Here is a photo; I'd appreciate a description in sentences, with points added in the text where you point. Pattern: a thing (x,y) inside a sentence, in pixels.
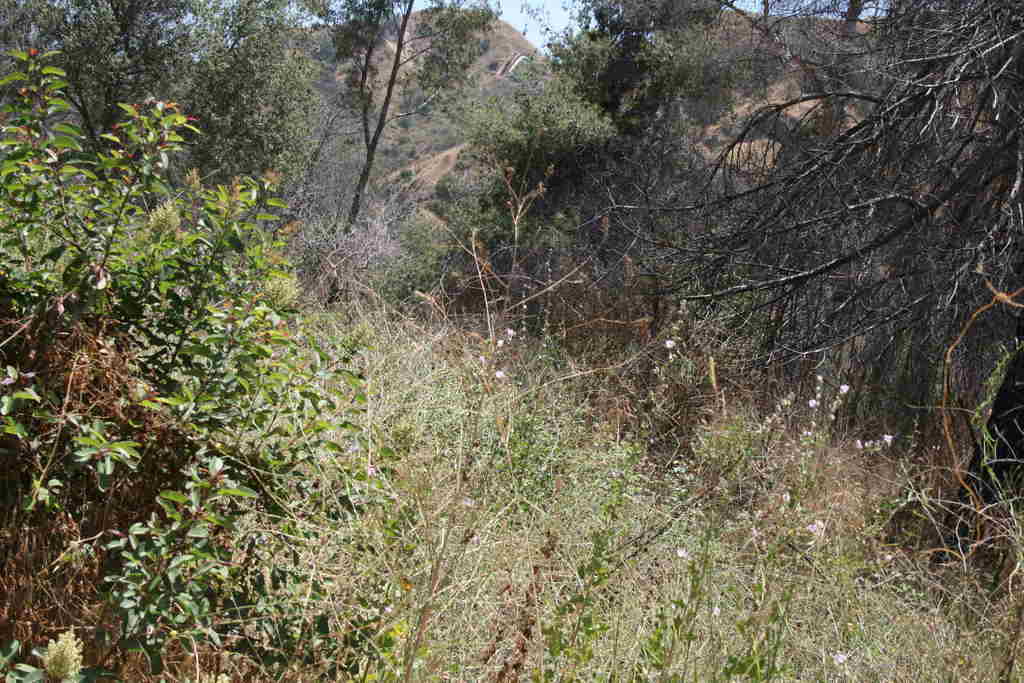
In this image, we can see many trees (405,64) and plants (434,356) and in the background (493,43), there are hills (534,60).
